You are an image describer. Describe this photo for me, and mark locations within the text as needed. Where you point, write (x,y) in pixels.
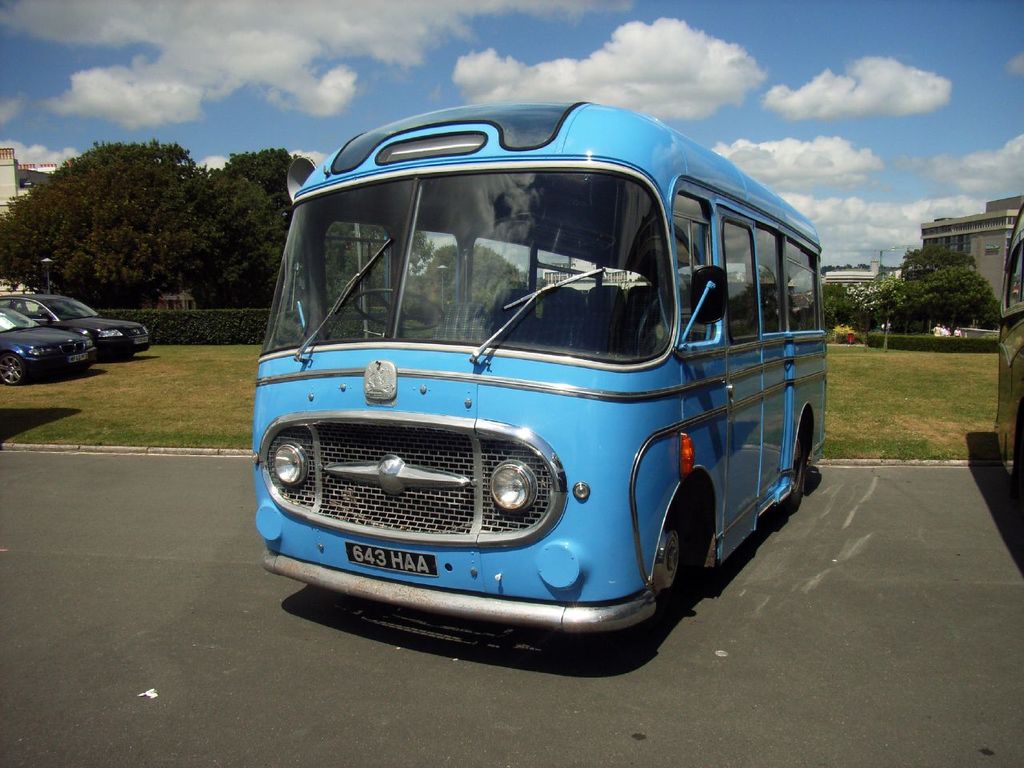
In the background (865,52) we can see the clouds (243,73) in the sky (891,56). In this picture we can see the buildings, trees (934,324), people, grass (904,387), plants (948,351) and vehicles (98,333). On the right side of the picture (1019,409) we can see the partial part of a vehicle (1005,425). At the bottom portion of the picture (519,692) we can see the road (401,707).
